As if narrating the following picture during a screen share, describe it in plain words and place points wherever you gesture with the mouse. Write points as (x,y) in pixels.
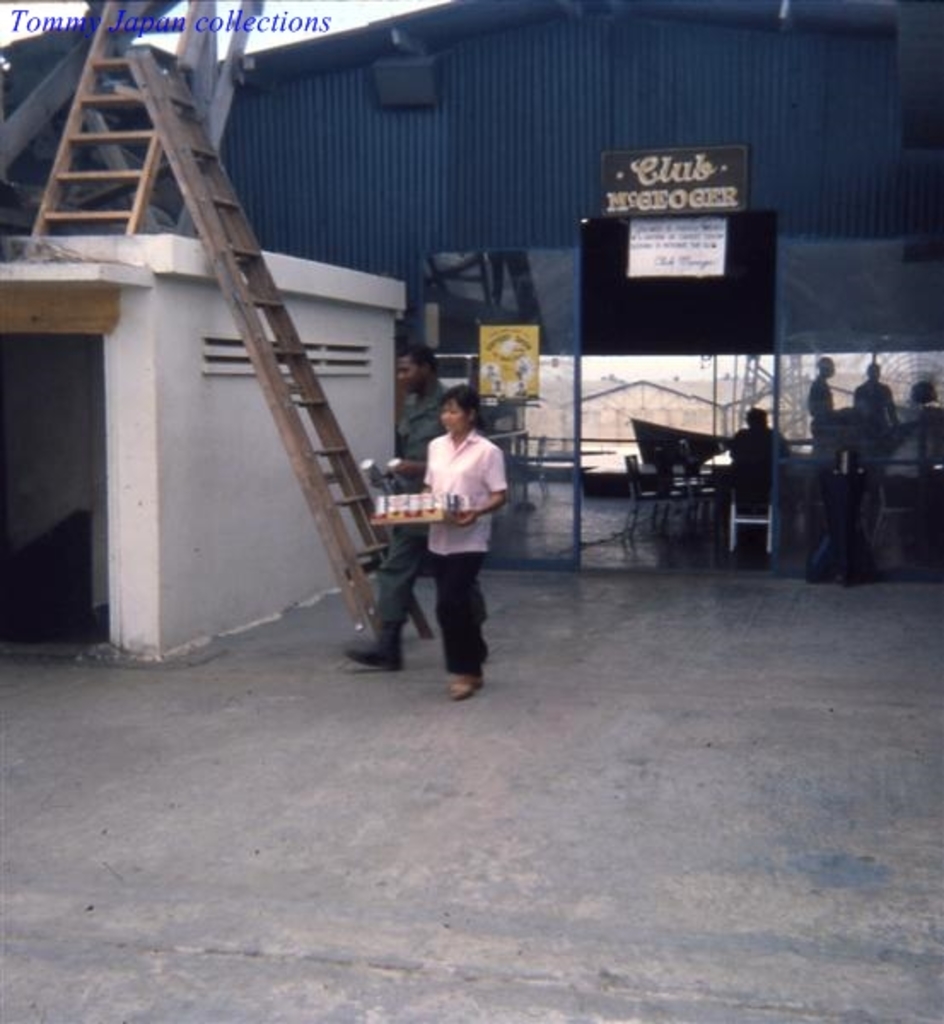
This picture is clicked outside. On the left (298,425) we can see the two persons (455,456) holding some objects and walking on the ground (315,745) and we can see the ladders (181,159) and a cabin (174,349). On the right (830,434) we can see the group of persons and chairs (630,472) and many other objects (794,509). In the background (373,8) we can see the sky (356,2), text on the boards (694,211) and some other objects (679,124). In the top left corner (82,31) we can see the text (161,23) on the image.
